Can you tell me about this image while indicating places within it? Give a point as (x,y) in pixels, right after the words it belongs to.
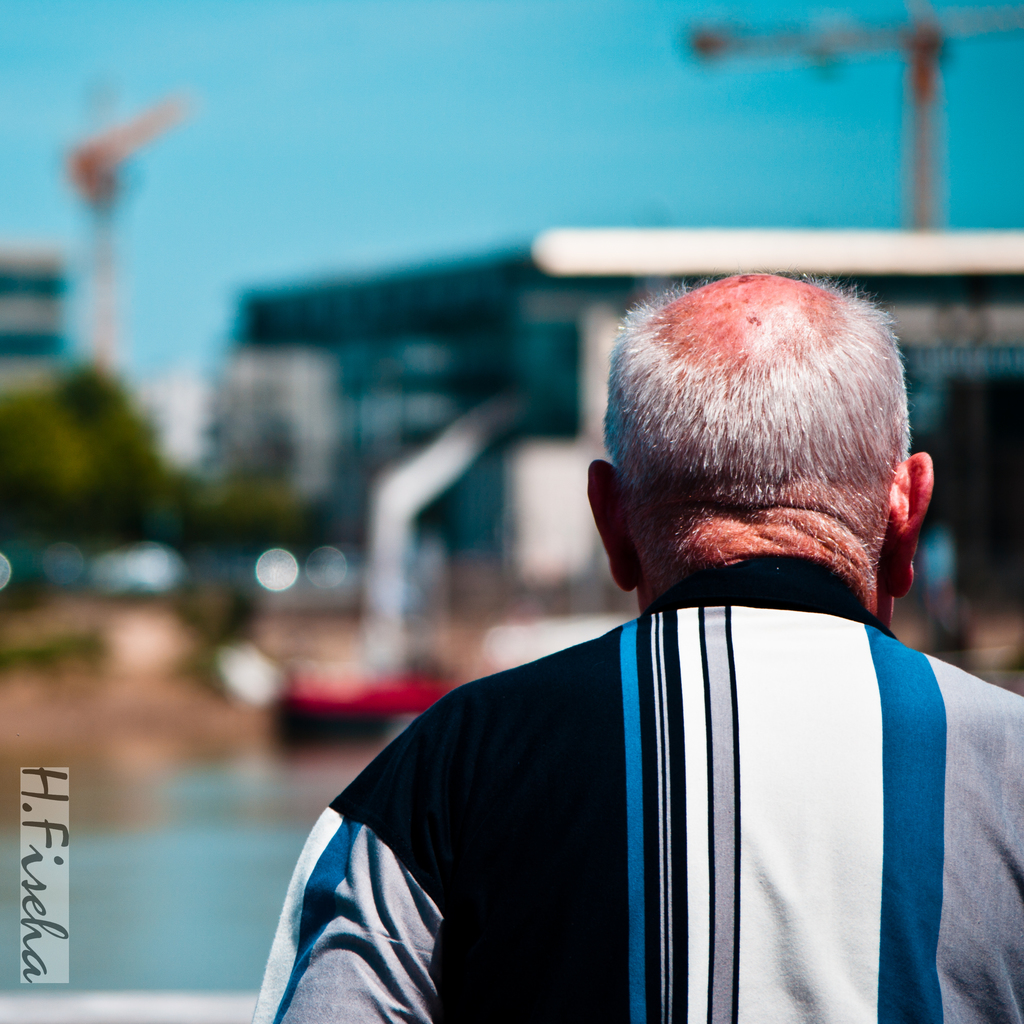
In this image, I can see a person (737,617). In front of the person (739,884), there are buildings (234,365), trees (80,388), tower cranes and few other things (249,937), which are looking blur. In the background (568,153), I can see the sky (798,104). In the bottom left corner of the image (37,968), there is a watermark (34,921).
